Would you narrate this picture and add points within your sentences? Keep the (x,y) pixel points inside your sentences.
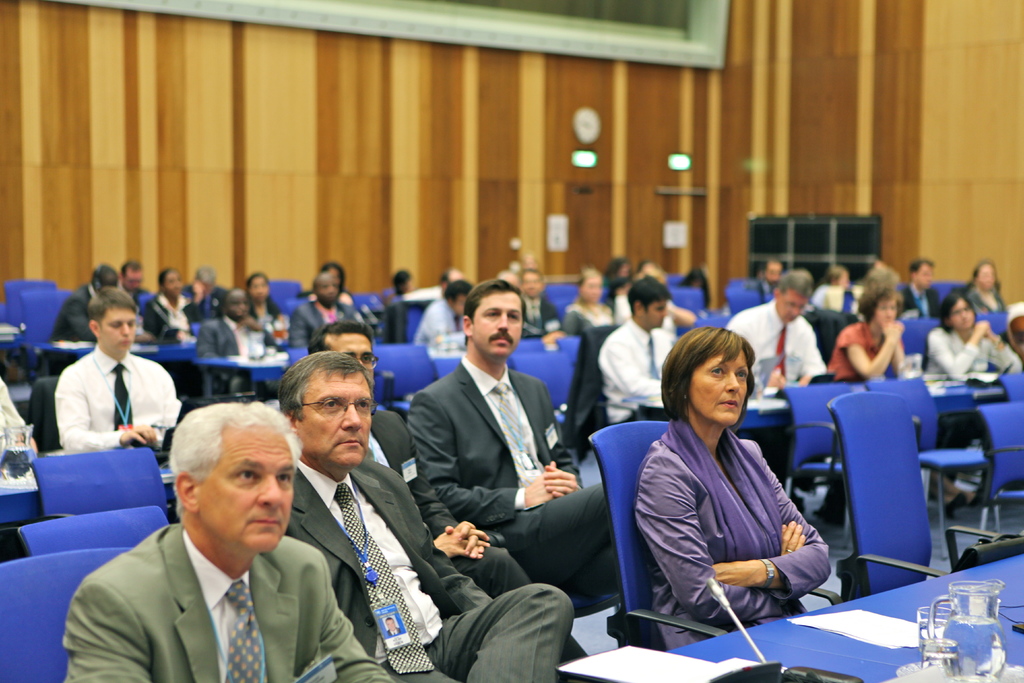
In this image, we can see people (320,345) sitting on chairs (613,521) and on bottom right (987,649), there is a jar (966,637) and glass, papers (844,629) on the table (753,628) and in the background (469,188), there is wall (710,109).
